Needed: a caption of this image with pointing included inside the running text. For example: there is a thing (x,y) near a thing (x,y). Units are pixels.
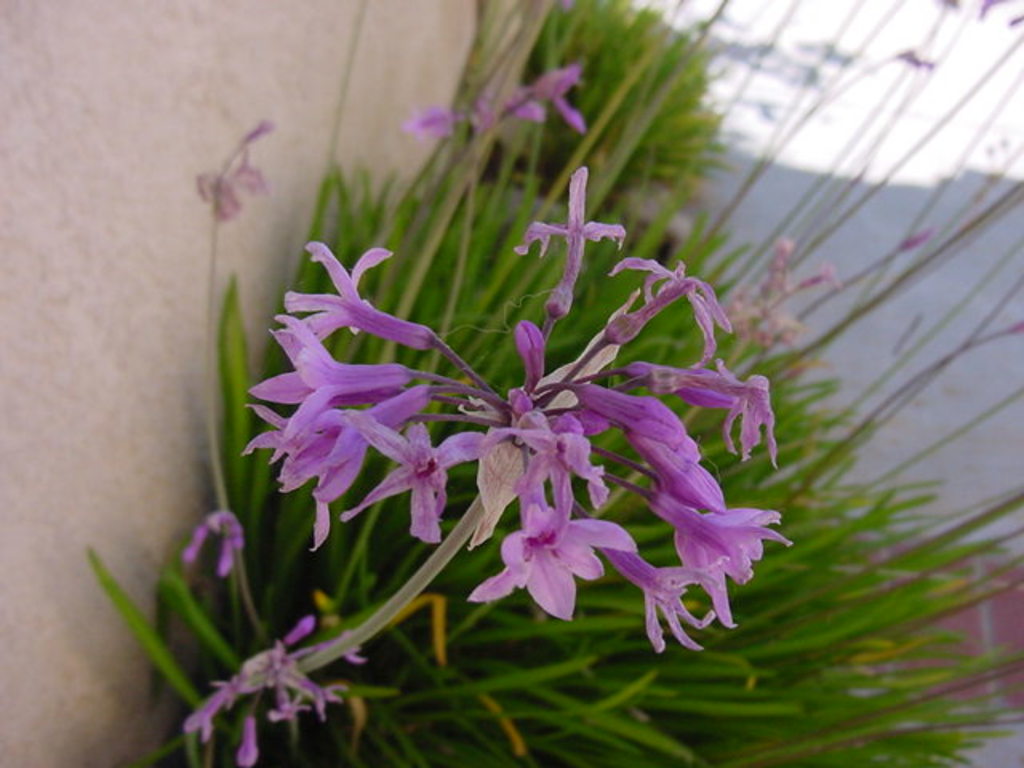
In this image, we can see plants (466,711) and some flowers (567,455).
